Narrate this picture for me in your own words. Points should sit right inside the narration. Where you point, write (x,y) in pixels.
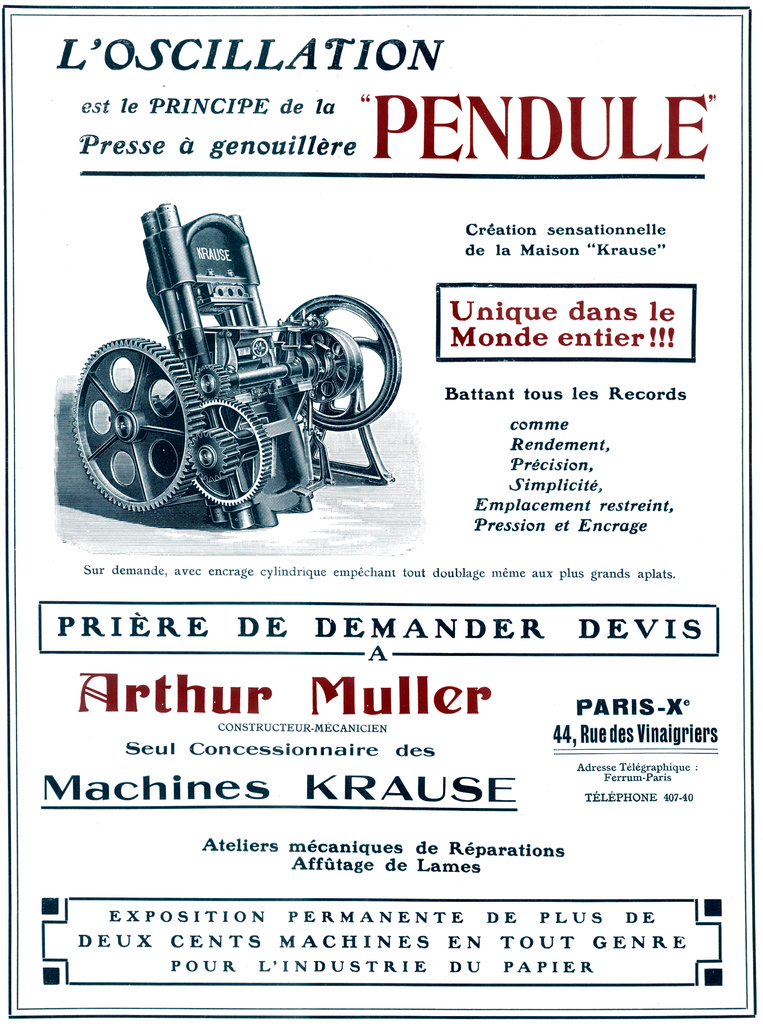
This image consists of a poster (293,768). On this poster (489,729), I can see some text (671,617) and an image (215,307) of a machine tool (202,416).
